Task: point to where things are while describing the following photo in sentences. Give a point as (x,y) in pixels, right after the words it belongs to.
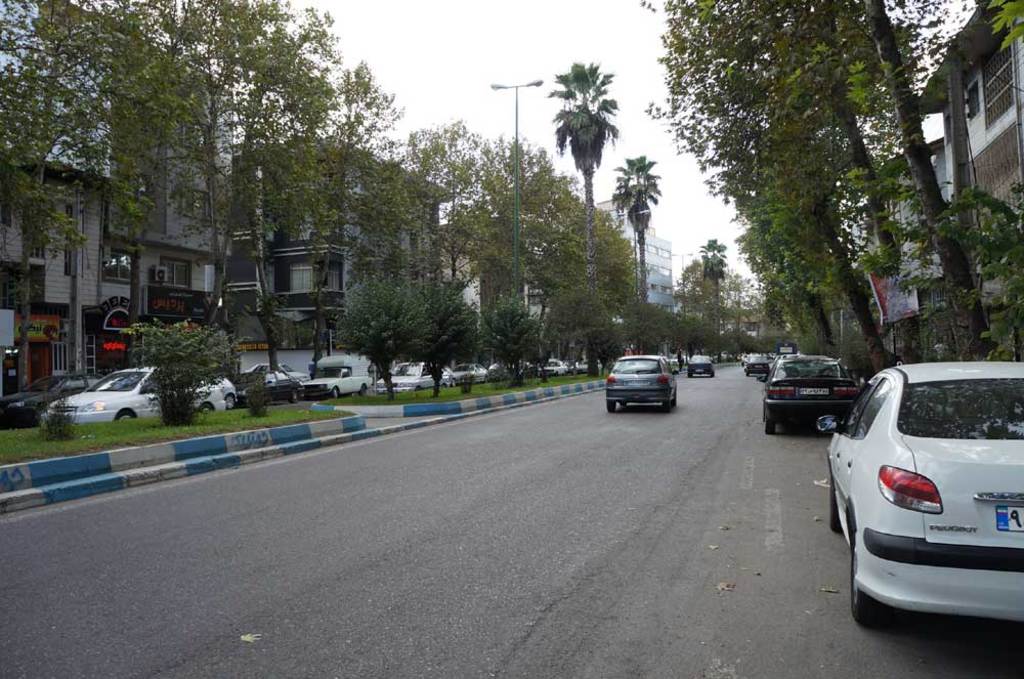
In this image there is road (657,488), on that road (733,390) vehicles (650,384) are moving, in the right side (783,381) there are some cars (836,431) parked, beside that there are trees (866,222) and buildings (978,172), in the left side (280,415) there is greenery (493,384) with plants (521,375), beside that there are cars (130,415) parked, on beside the cars (28,387) there are trees (315,267) and buildings (234,219) in the top (483,101) there is sky (677,197).
